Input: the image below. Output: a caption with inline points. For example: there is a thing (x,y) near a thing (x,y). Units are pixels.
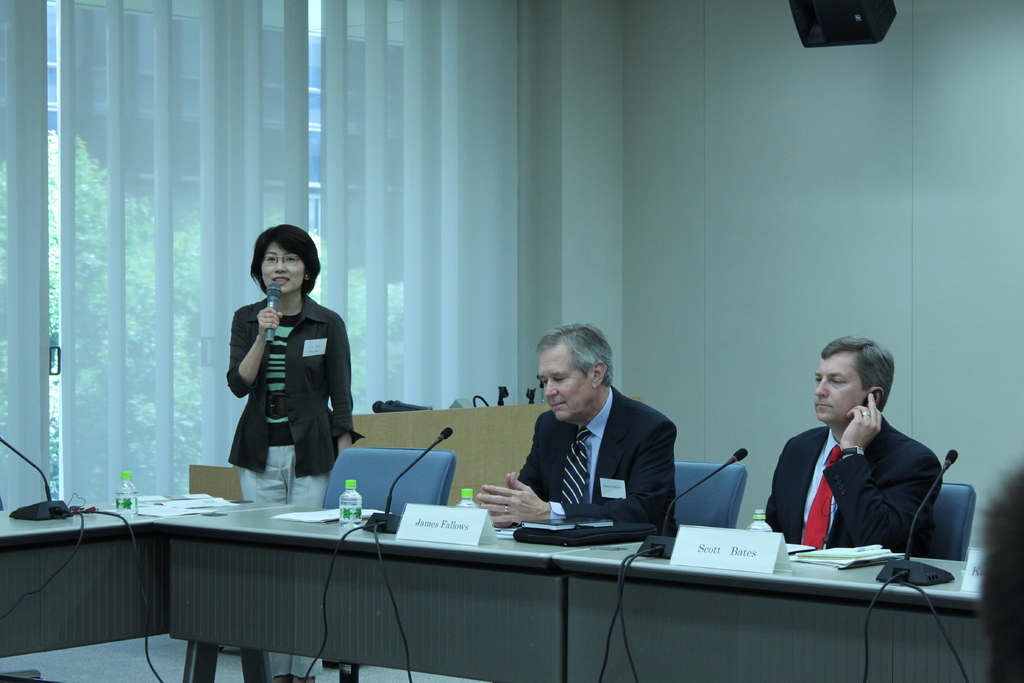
In the center of the image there is a table (54,524) on which there are objects (362,518). There are two persons (654,416) sitting on chair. There is one lady (346,360) talking in a mic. In the background of the image (658,232) there is a wall (759,79).
